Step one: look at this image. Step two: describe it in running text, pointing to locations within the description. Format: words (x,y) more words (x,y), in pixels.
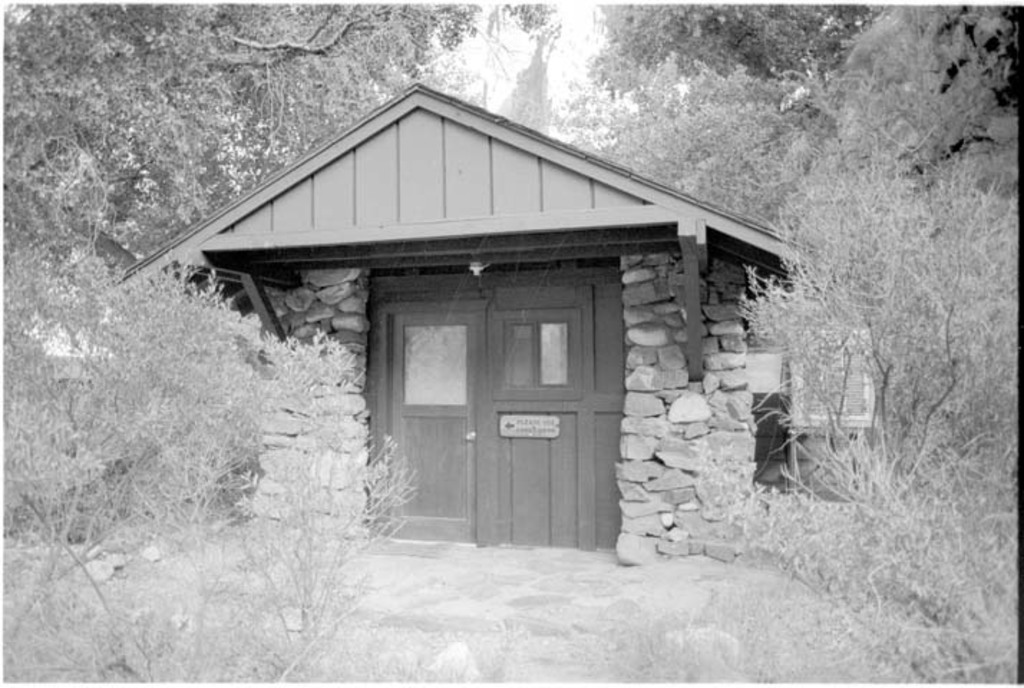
In the given image i can see a shack (558,317), plants (23,272) and trees (327,111).
